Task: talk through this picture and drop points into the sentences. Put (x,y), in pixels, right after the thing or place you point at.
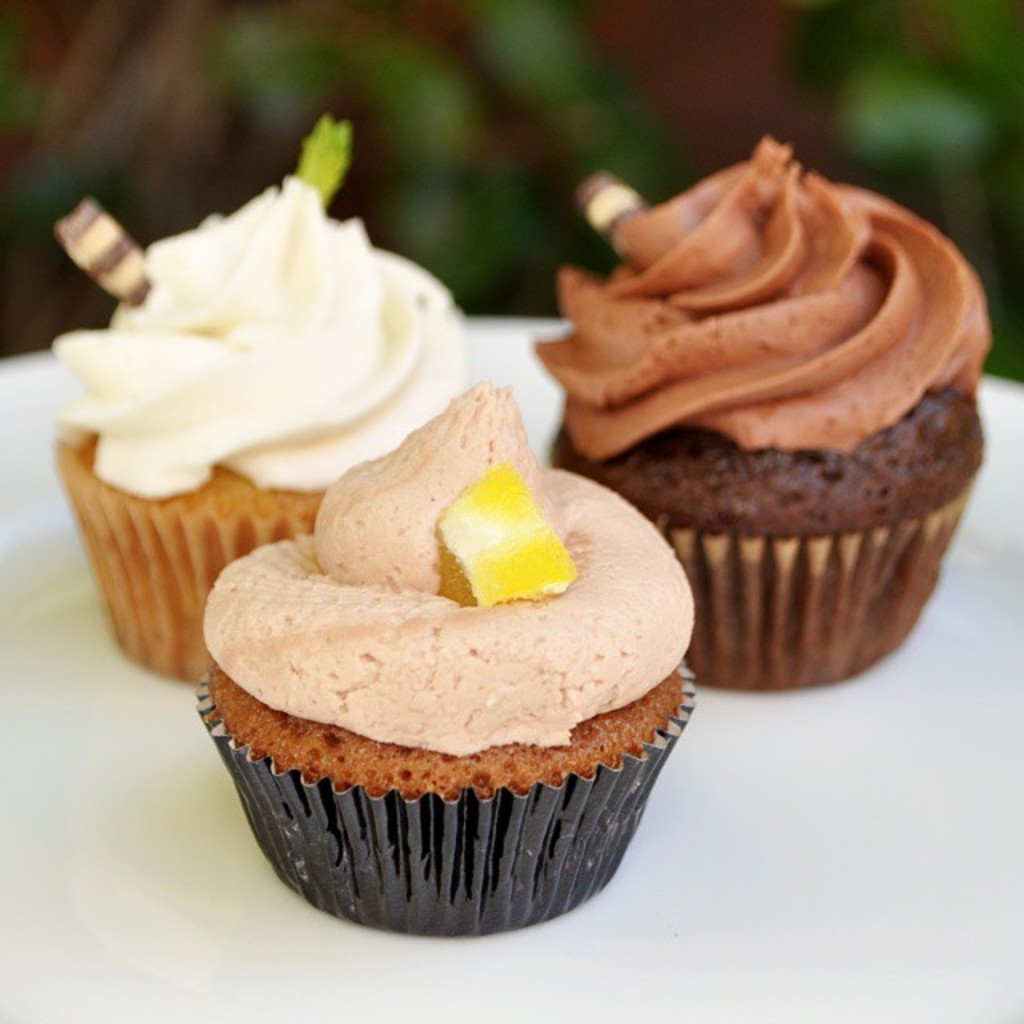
There is a white surface (582,920). On that there are three cupcakes (349,546) with different color creams (449,320).
